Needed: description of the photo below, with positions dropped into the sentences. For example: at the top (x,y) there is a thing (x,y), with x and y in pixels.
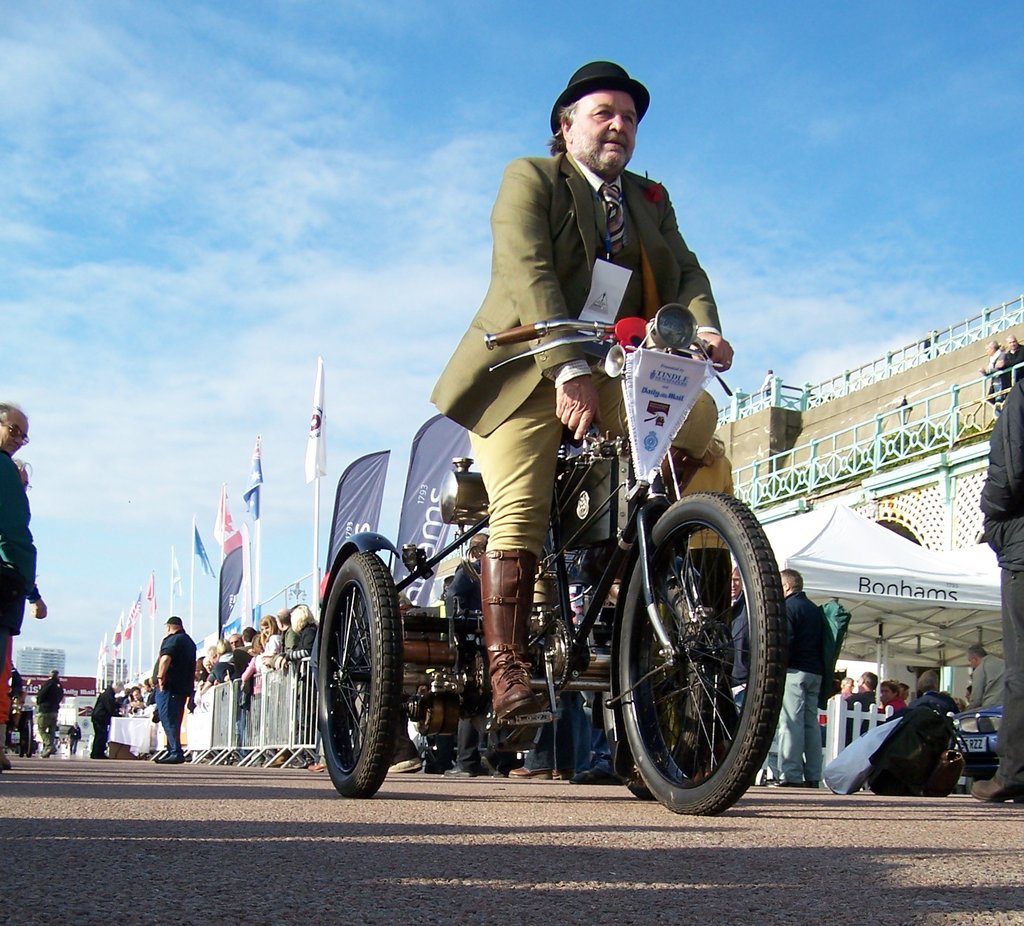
This is a picture taken in the outdoor, the man (504,547) riding a vehicle (533,601). The people (291,629) are standing on the road (227,802) and the people (235,653) are watching the person (528,461) and the vehicles (405,622). The background of the person (565,212) is a sky (400,75) with clouds (220,344).
